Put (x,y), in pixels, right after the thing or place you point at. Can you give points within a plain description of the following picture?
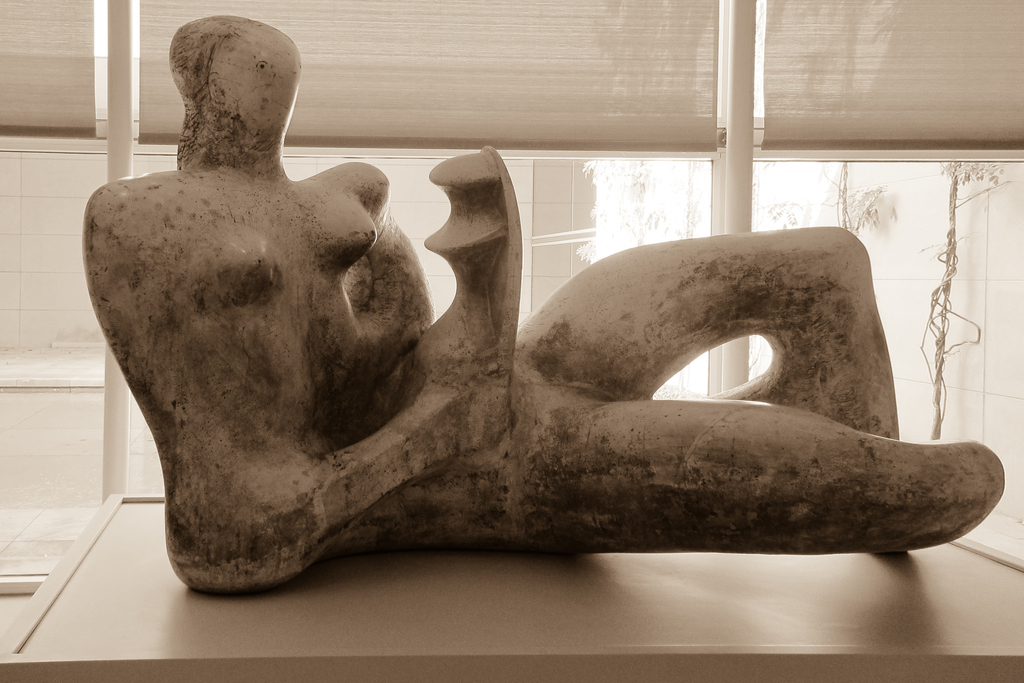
In this picture there is a statue (354,384) in the center of the image (633,413), on a table (658,565) and there are glass windows (431,208) in the background area of the image (15,222).
